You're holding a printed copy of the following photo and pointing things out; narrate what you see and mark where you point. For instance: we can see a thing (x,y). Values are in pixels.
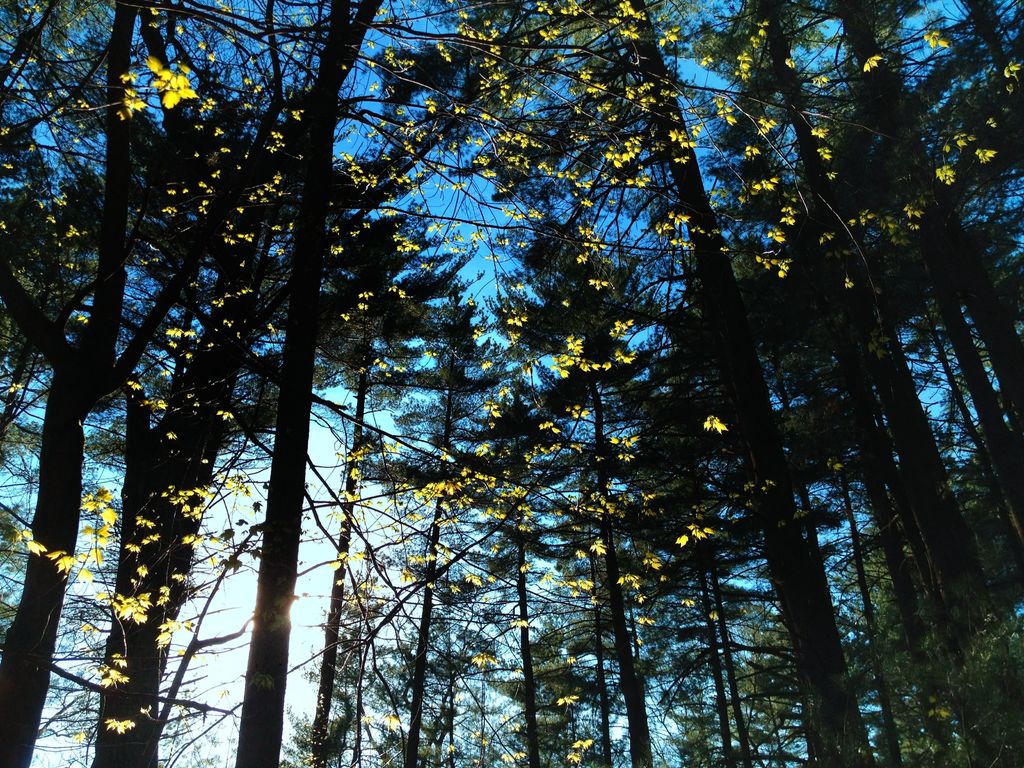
In this picture we can see trees (288,475) and in the background (504,295) we can see the sky (290,82).
